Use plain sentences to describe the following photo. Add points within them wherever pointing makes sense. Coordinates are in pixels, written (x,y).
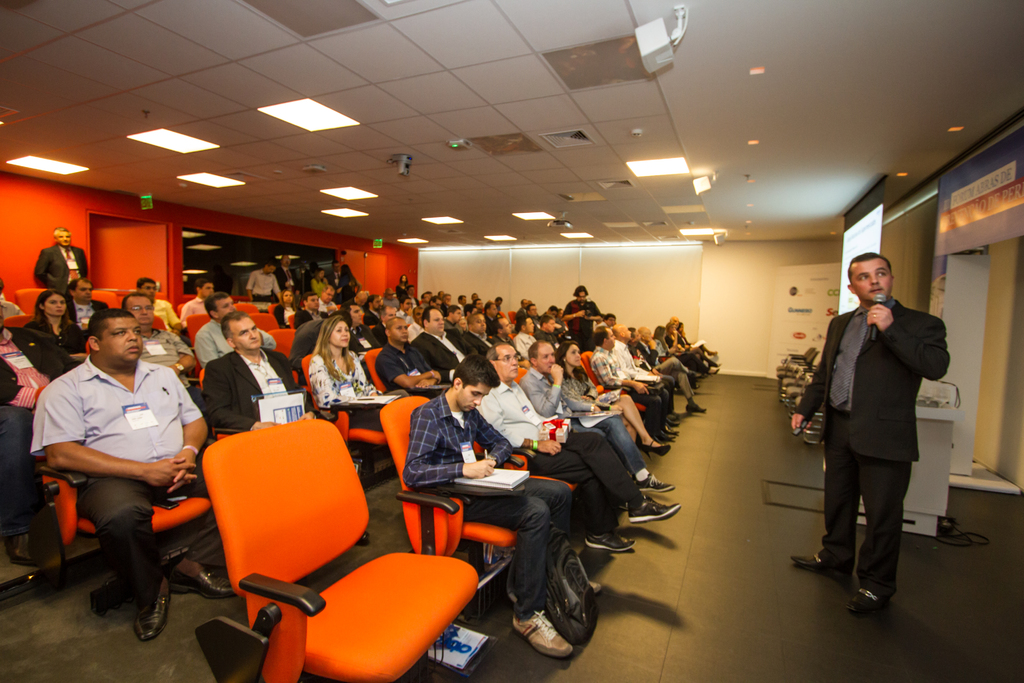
In this picture we can see a person (848,410) holding mic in his hand (888,317) and talking and in front of him we can see people (315,370) sitting on chair (327,430) writing some thing on books (508,473) and in background (168,237) we can see screen (852,301), wall (741,279), banner (816,285), lights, some persons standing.
